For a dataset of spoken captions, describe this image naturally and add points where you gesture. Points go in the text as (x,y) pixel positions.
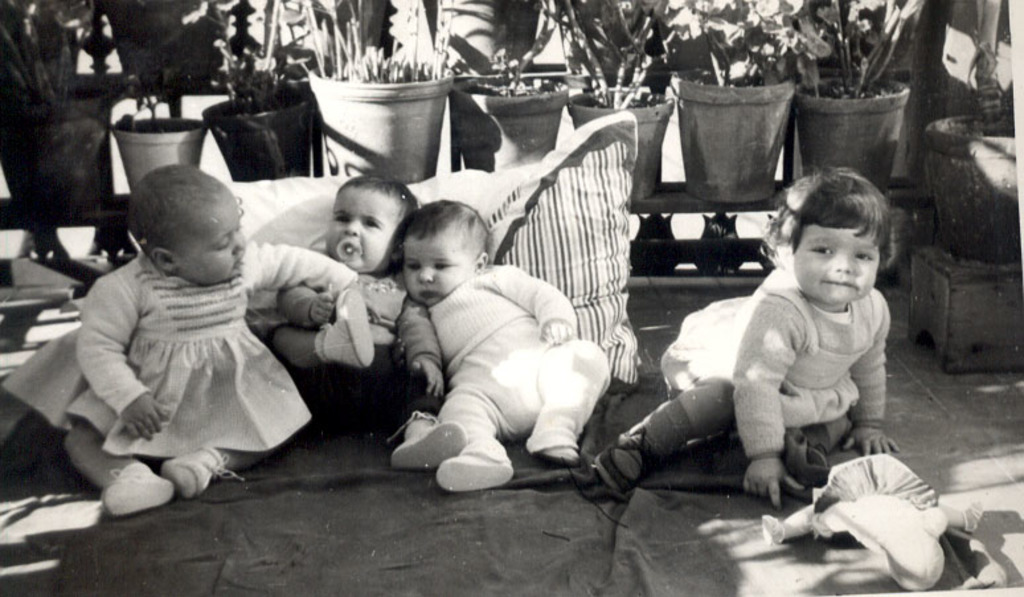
In this image there are four babies (549,382) and there is a pillow (543,257), toy (930,535), flower pots (943,175), plants (465,48) and some objects (78,212). At the bottom (279,551) there is a carpet (734,551).
